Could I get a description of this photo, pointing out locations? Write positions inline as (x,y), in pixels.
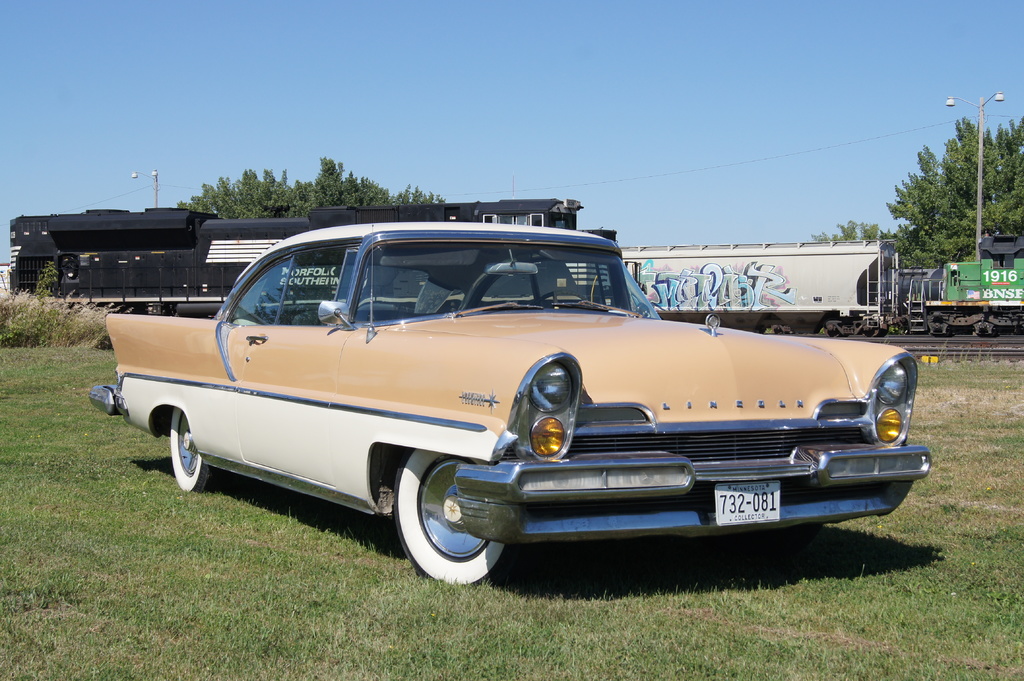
In this image in the front (527,616) there's grass (557,626) on the ground (526,656). In the center (429,294) there is a car (361,352) and in the background (730,284) there are trains (750,281) with some text (739,277) written on it and there are trees (940,206) and there is a pole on the right side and on the left side (37,318) there are plants (55,314) and there is a pole (157,174) which is visible.
